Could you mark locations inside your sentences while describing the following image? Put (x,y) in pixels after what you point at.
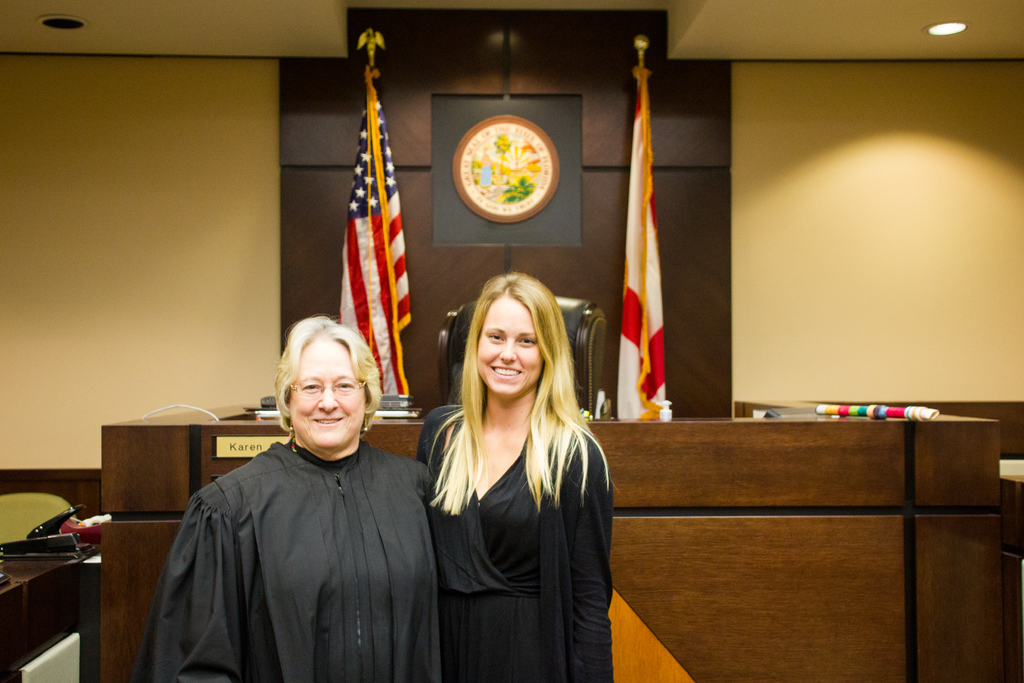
There are two women (420,555) standing and wearing a black color dress (455,573) at the bottom of this image (380,565). We can see a wooden thing (683,491) in the background (170,460) and there are two flags (398,253) and a chair (453,326) in the middle of this image (377,288). We can see a wall (474,280) in the background (802,253).
